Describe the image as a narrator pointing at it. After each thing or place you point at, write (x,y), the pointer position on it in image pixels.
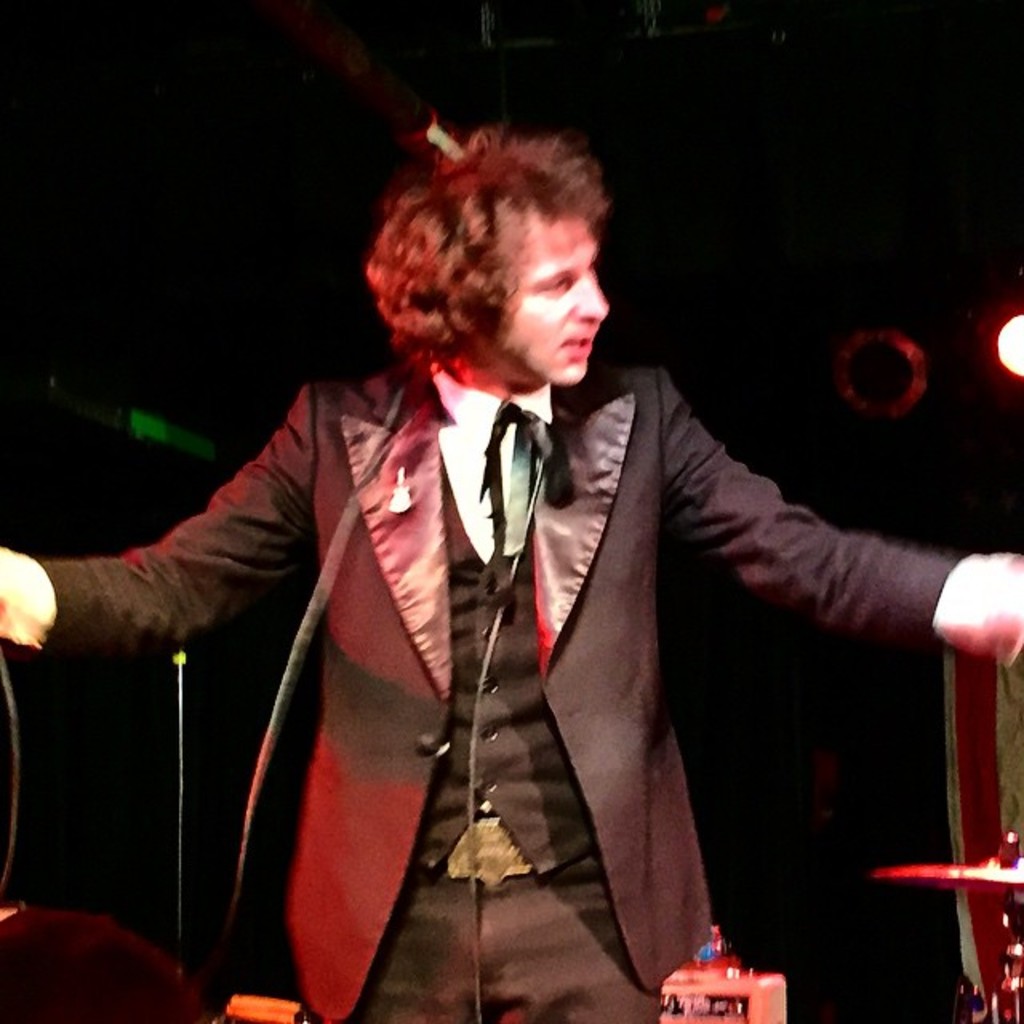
In this image, we can see a man (436,439) standing and there is a dark background (805,308).
